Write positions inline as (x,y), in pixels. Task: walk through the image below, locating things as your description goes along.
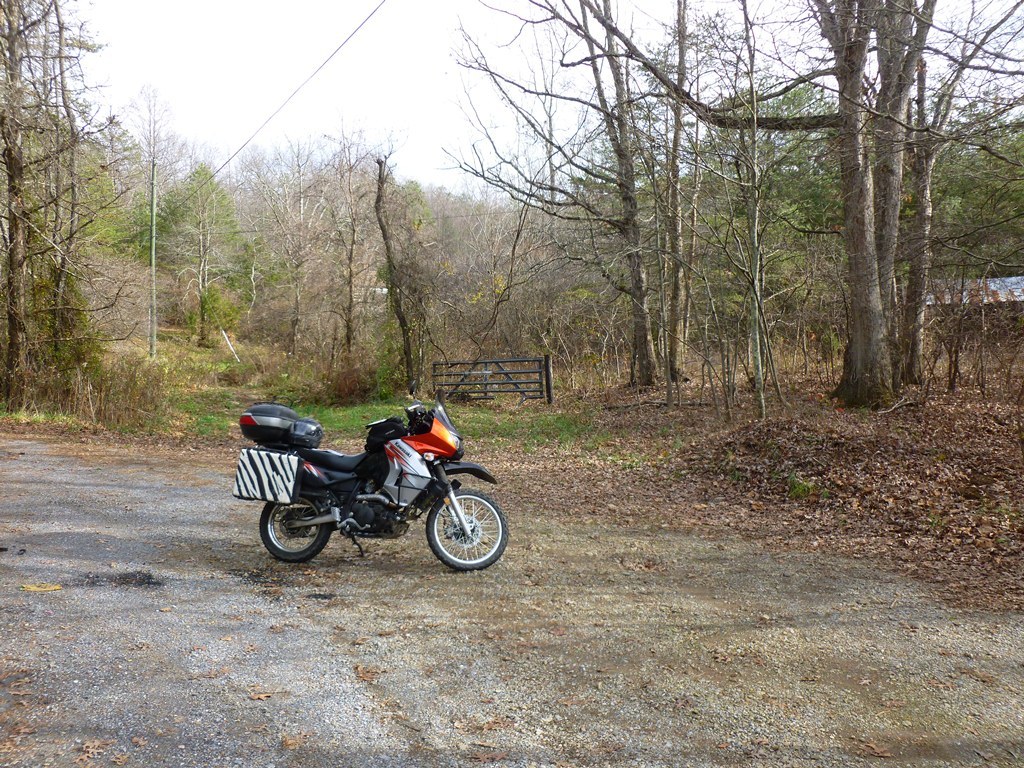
In this picture there is a bike (301,468) on the road (410,588). In the back (464,374) there is a wooden gate (507,376) near to the plants (578,427). On the right (999,332) I can see the shed (1004,315). In the background (551,352) I can see many trees (754,208). At the bottom (11,747) I can see many leaves (89,758). At the top (432,72) I can see the sky (373,44), cloud (368,82) and wire (329,59).
